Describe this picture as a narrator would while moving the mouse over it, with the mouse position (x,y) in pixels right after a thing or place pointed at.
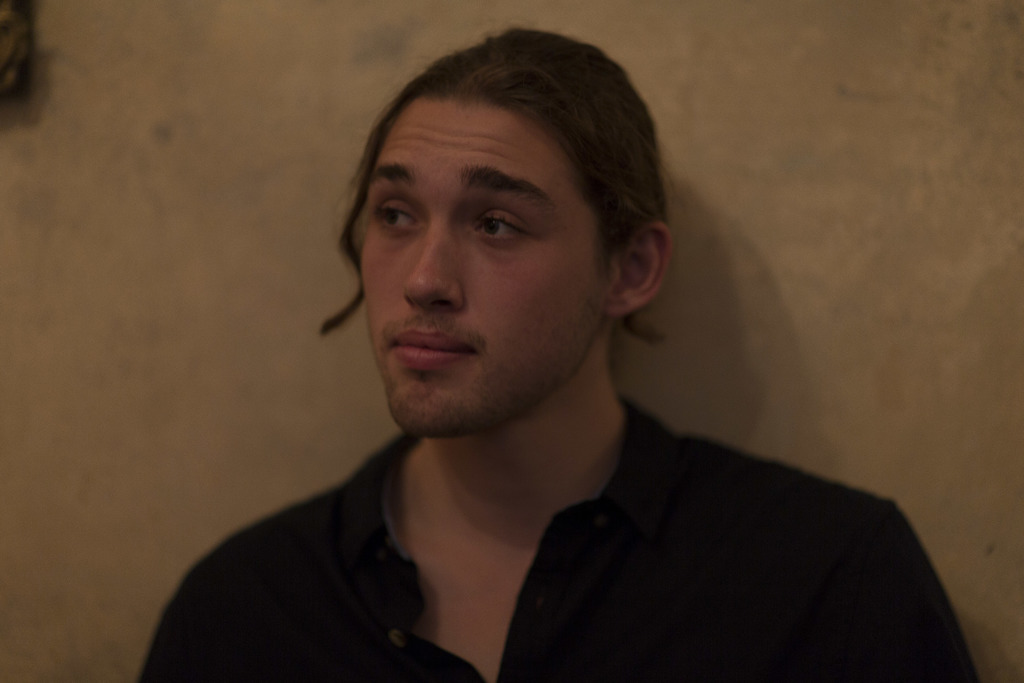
This picture shows a man (339,679), wearing a black color shirt (335,498).
